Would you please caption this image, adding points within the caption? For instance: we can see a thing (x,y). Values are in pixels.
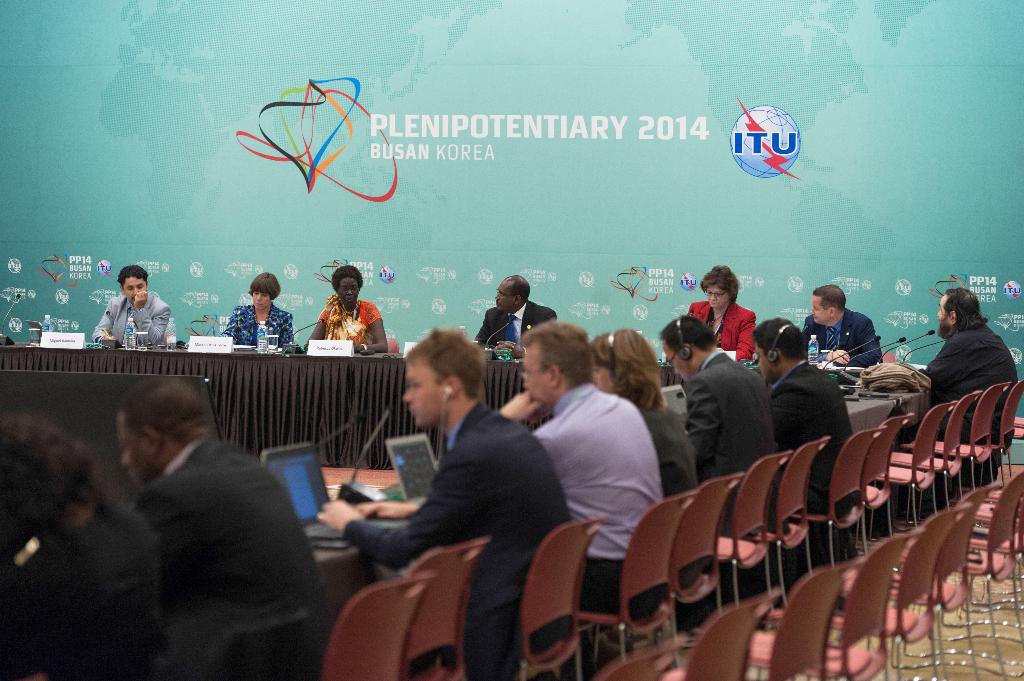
This image consists of table (506,396), chairs (745,516). On the tables (388,375) there are water bottles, mics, name boards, pens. On the chairs (645,570) there are people (633,462) sitting.
